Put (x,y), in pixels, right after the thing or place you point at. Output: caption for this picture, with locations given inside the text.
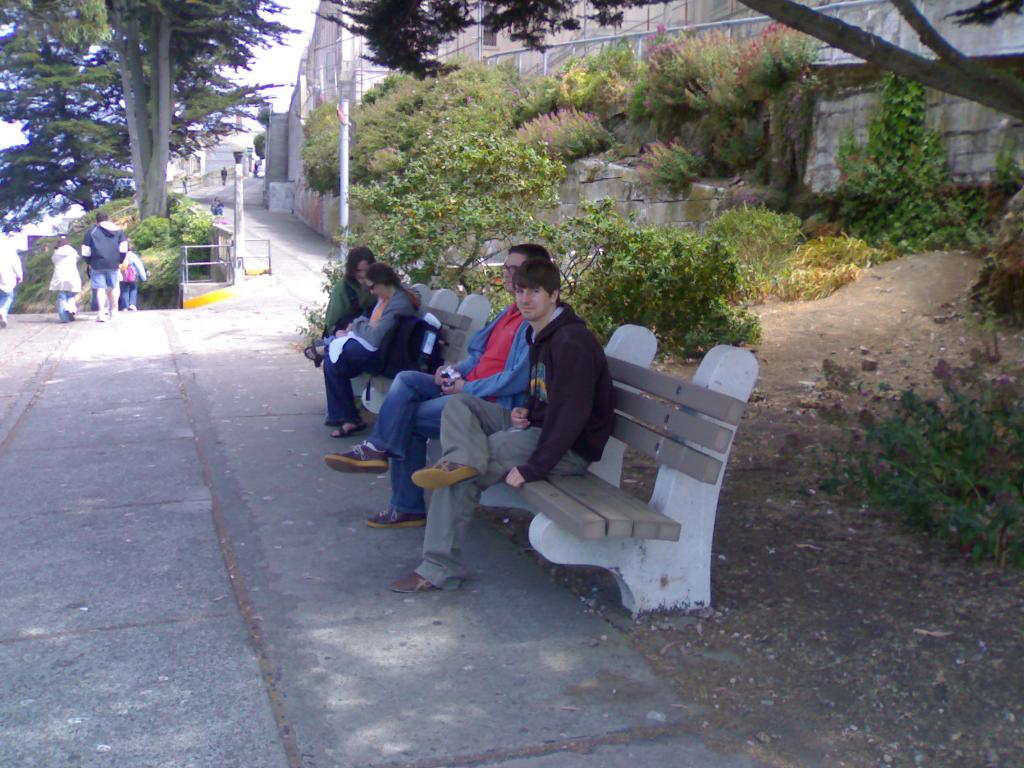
In this picture in the front (364,318) there are persons (485,402) sitting on the bench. On the right side (796,257) there are plants (665,271) and there is a wall (951,153). In the background (116,239) there are persons (101,240) walking, there are trees (93,163) and buildings (270,125) and there is a railing (205,251).
